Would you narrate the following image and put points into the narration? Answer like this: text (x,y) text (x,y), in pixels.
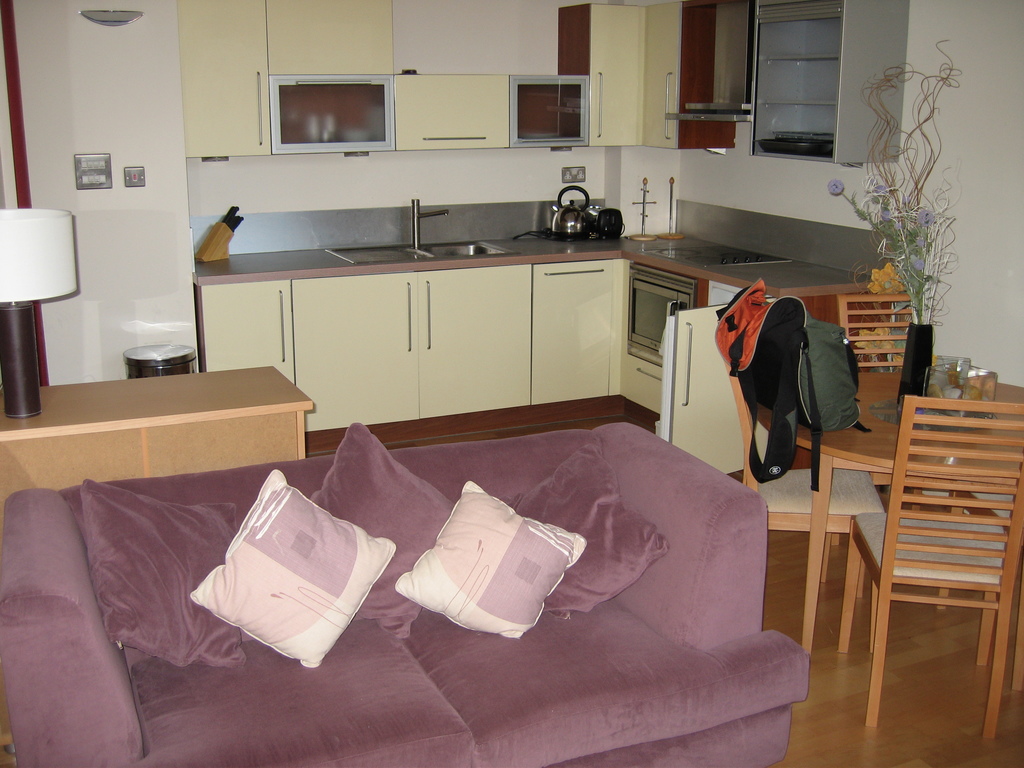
In the image we can see there is a sofa (63,649) on which there are five cushions (460,548) and in the back (448,230) there is a kitchen (521,220) and in between there is a sink (428,247) beside it there is a tea kettle (578,220) and in front of it there is a dining table (860,435) beside which there are two bags (790,371) kept and in between there is a vase (920,346) in which there are plants (909,235) and flowers (894,278) and there is a table lamp (13,298) over here on the table (59,403) and behind it there is a dustbin (170,354) and the wall (153,164) is off white colour.
